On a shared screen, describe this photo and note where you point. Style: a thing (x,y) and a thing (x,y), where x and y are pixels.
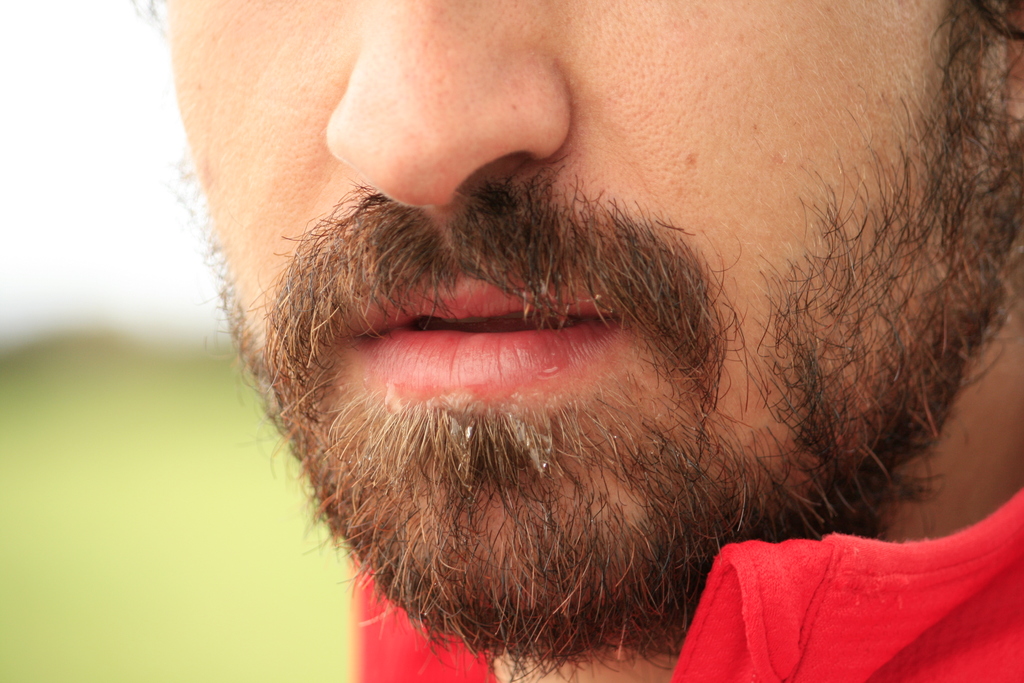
In this image we can see a man (437,447). In the background (77,285) it is blur.
